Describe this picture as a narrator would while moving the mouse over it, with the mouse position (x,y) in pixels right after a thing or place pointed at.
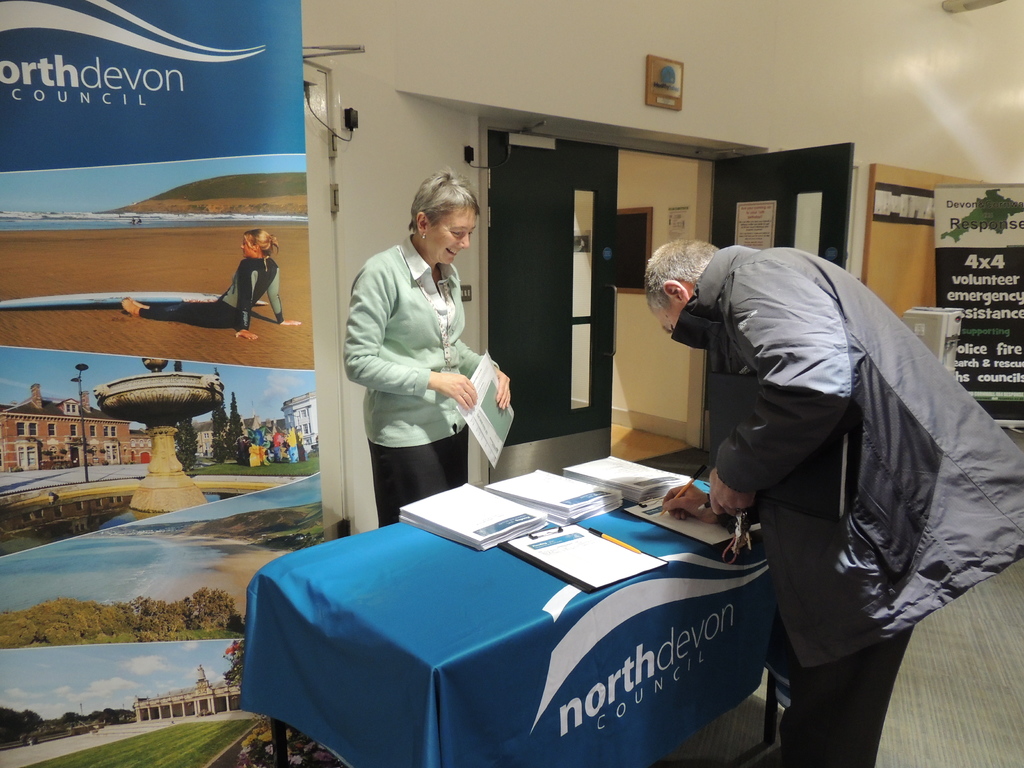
In this picture we can see two persons (751,419) are standing, a person (886,456) in the front (813,545) is writing something, there is a table (495,597) in the middle (592,510), we can see some papers (592,510) and a pen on the table (645,535), on the right side (968,357) and left side (221,406) there are hoardings (978,353), we can see pictures (216,306) of trees (137,609), grass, a water fountain (151,464), a building (91,433) on this hoarding (130,224), we can see a wall (659,202) and doors (499,230) in the background (661,209).
